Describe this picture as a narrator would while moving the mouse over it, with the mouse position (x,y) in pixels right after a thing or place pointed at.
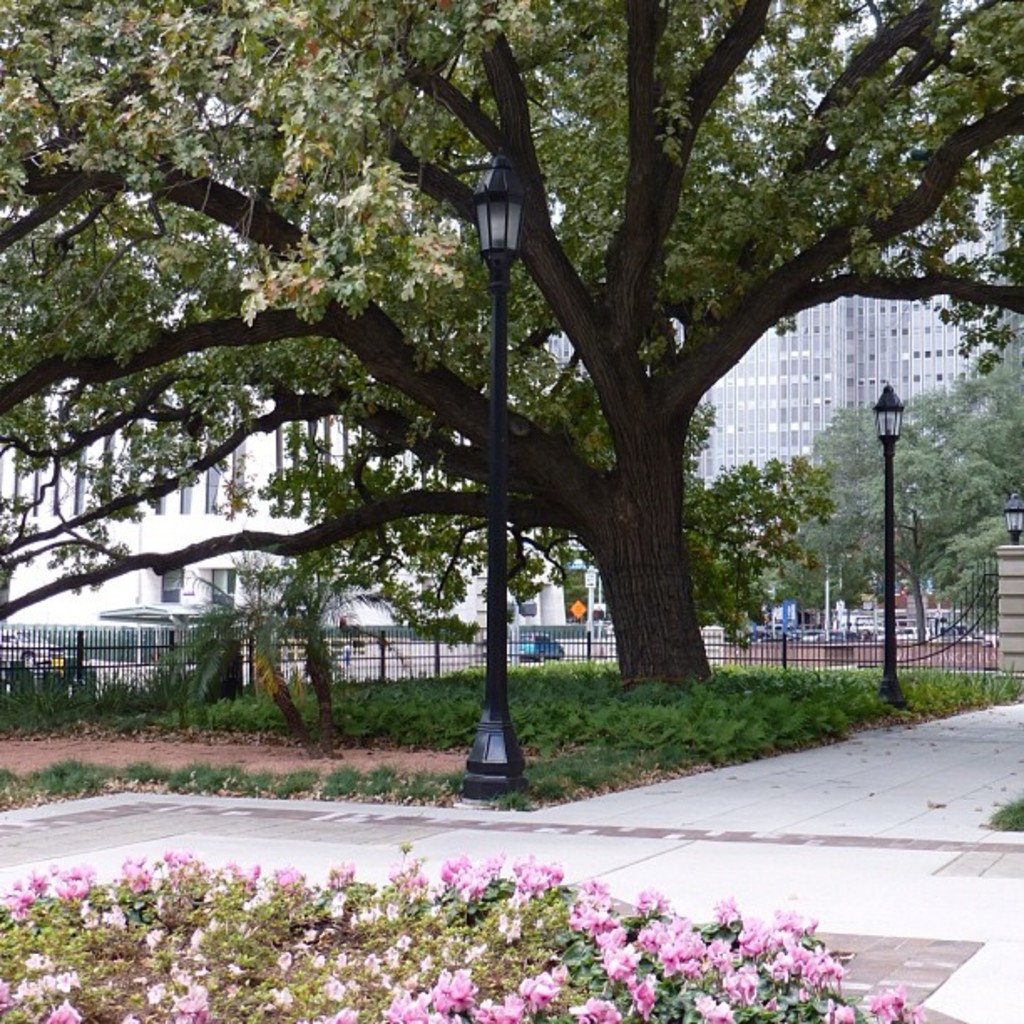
This picture might be taken from outside of the city. In this image, on the left side (328,976) to middle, we can see a plant (748,1021) with some flowers (772,1002). In the middle of the image (509,573), we can also see a street light (487,247), trees (533,220). On the right side (1015,542), we can also see another street light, wall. In the background (520,657), we can see some metal grills (287,671), window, buildings (82,568), trees (787,482). At the bottom (759,704), we can see some plants (962,680) and a floor (773,801).
